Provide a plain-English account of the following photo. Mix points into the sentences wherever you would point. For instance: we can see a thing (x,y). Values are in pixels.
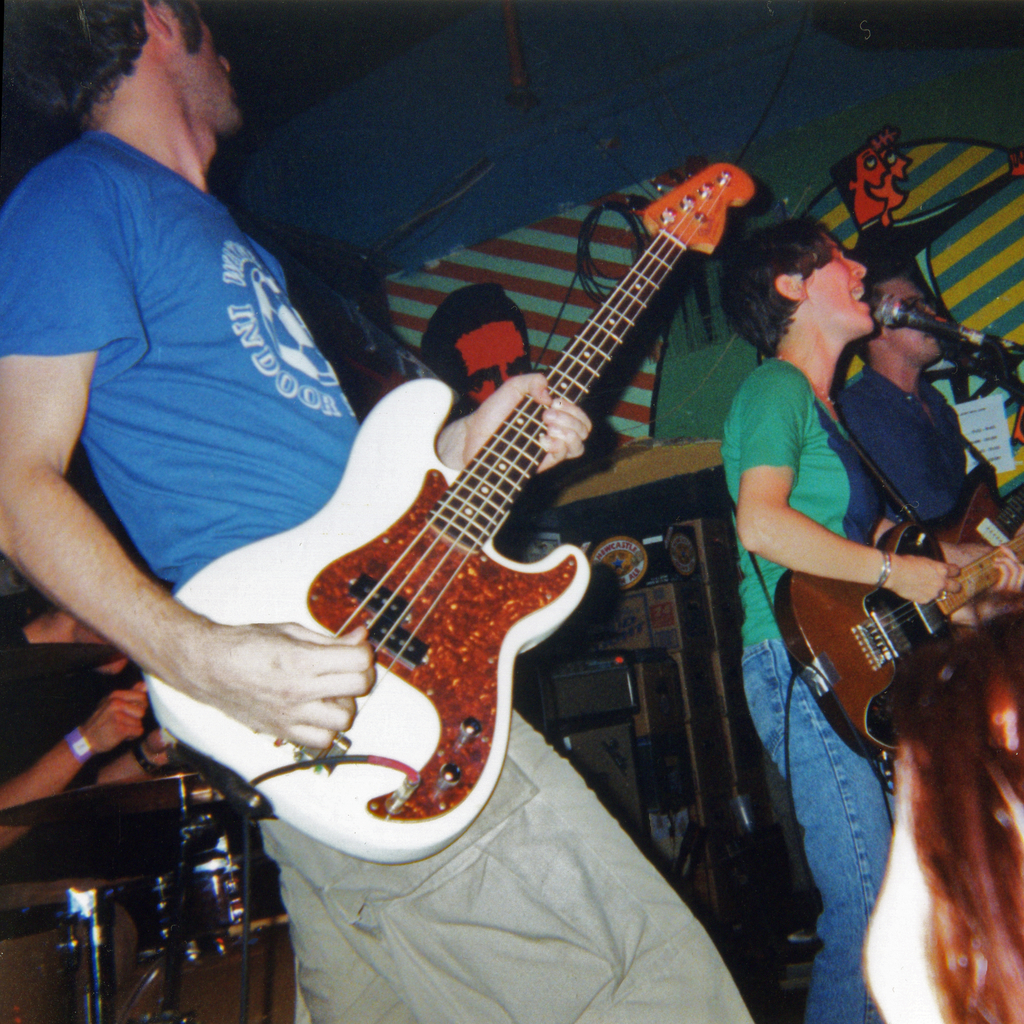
In the image we can see three persons (572,455) were standing and holding guitar (919,621). In front there is a microphone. In the background (887,160) we can see banner (932,166) and few musical instruments (594,712).
